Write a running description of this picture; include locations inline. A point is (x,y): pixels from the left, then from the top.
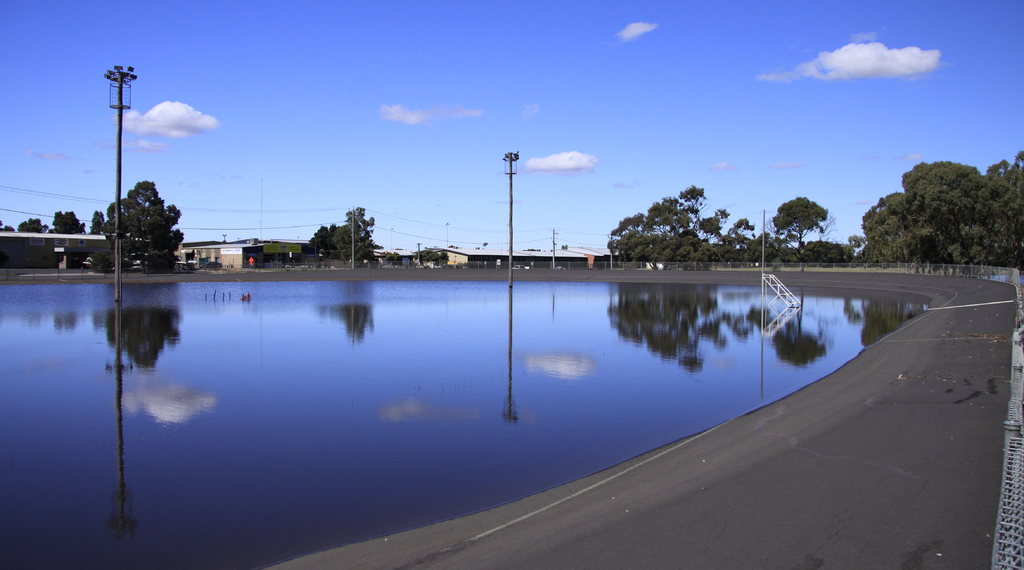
In the foreground of this image (840,471), there is a pavement (914,554), railing (1018,421) and the water (391,471). Few poles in the water (513,308). In the background (779,230), there are buildings (212,253), trees (147,263), sky (254,134) and the cloud (163,114).
